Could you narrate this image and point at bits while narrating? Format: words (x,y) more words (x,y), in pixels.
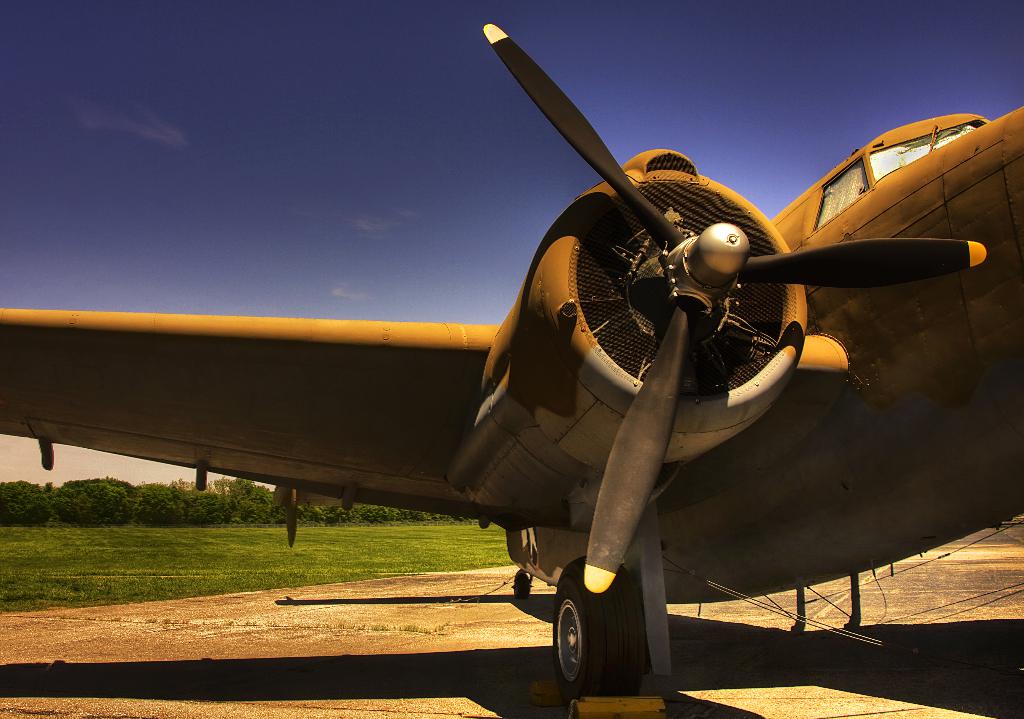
In the picture we can see an aircraft (409,496) with a fan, engine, wing (394,498) and under it we can see a wheel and in the background (49,543), we can see a grass surface (232,543) and far from it we can see trees (113,514), and sky (367,185) with clouds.
